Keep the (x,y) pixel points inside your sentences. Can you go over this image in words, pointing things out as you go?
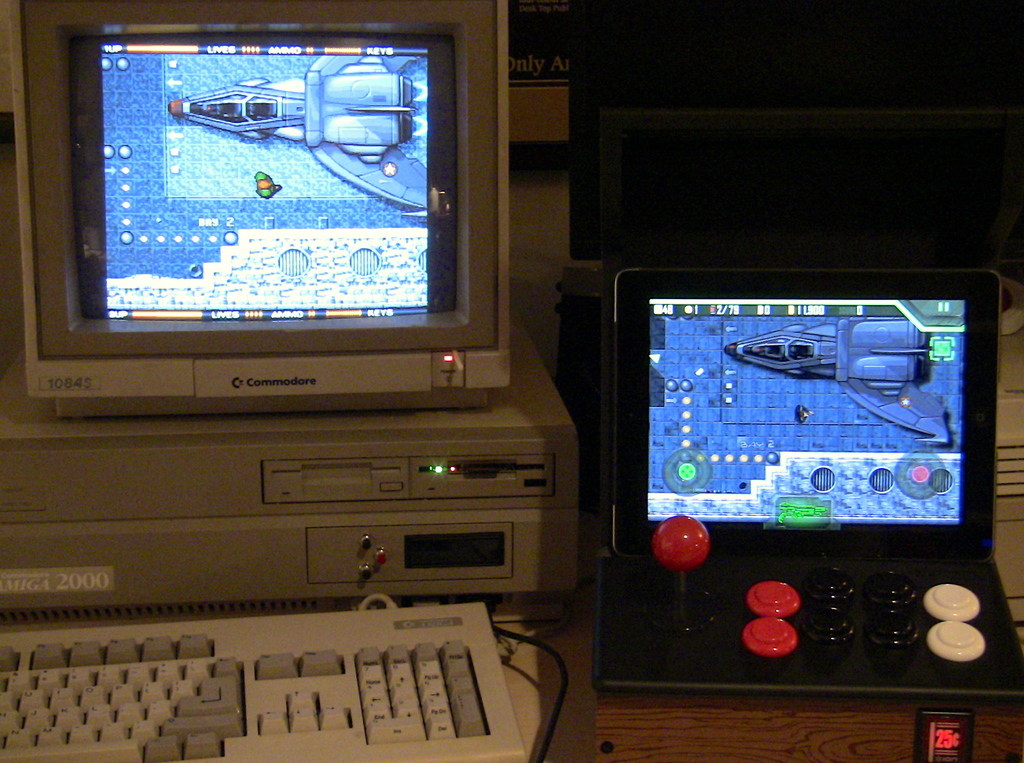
In this image, I can see PC's (418,355), tablet (850,347), keyboard (288,715) and some objects (782,562) on a table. This image taken, maybe in a room (648,88).
